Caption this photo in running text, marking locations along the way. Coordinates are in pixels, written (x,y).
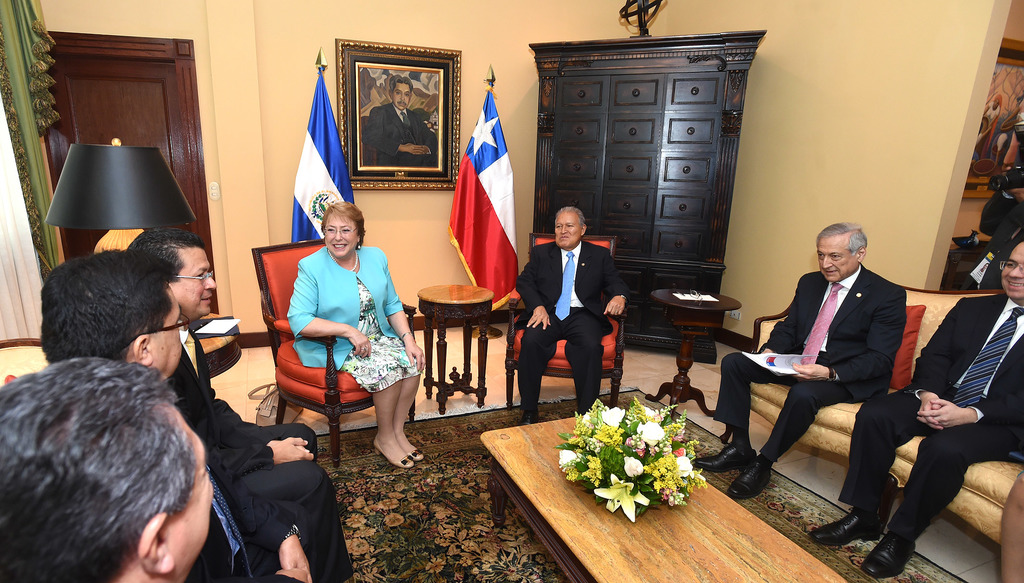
The image is inside the room (832,182). In the image there are group of people (321,346) sitting on chair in front of a table (751,527), on table (717,562) we can see a flower pot (597,458) with some flowers (627,456) in middle of the image (459,234) we can see two flags (489,155) and a photo frame (442,70) on wall (258,73). On left side (126,67) there is a door (136,93) which is closed, curtains (51,243) and a table (225,347), lamp (146,211) on that table (222,335) at bottom (383,504) there is a mat (440,564).
